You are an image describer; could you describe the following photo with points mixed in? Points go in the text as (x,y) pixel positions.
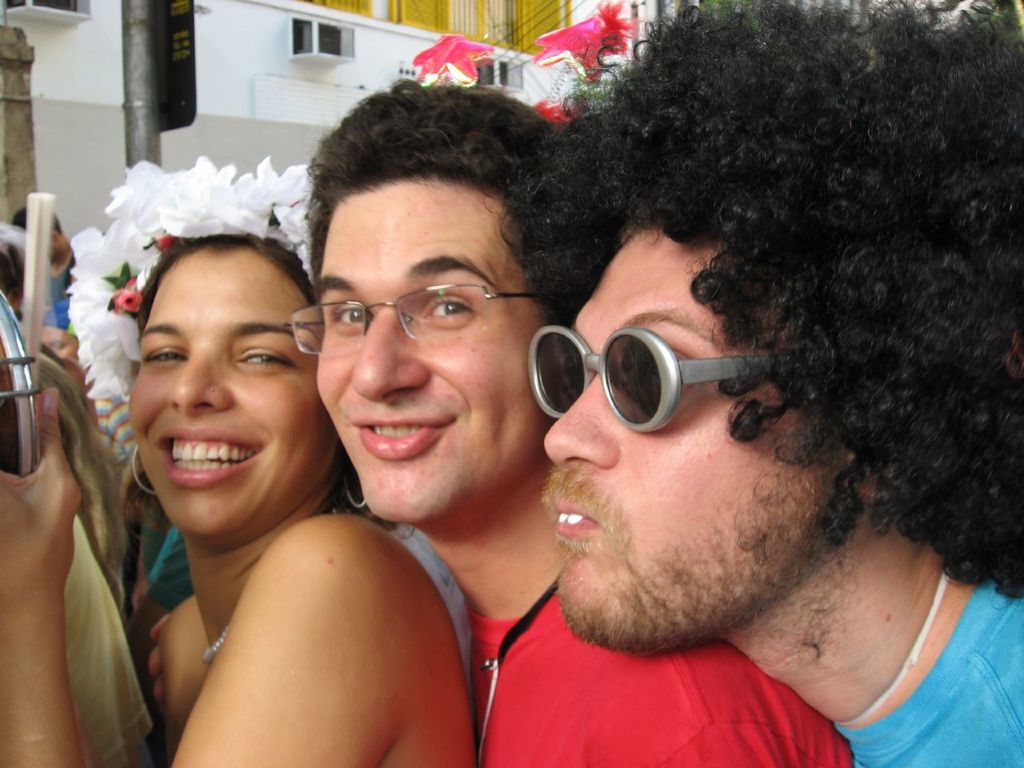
This image consists of three persons (474,524). On the right (947,608), the man (974,672) is wearing a blue T-shirt (939,720). In the middle (385,447), the man (549,700) is wearing a red T-shirt (482,698). On the left (271,633), we can see a woman (263,454) is wearing a hair band (122,383) in white color. In the background (61,63), there is a building (362,50).
